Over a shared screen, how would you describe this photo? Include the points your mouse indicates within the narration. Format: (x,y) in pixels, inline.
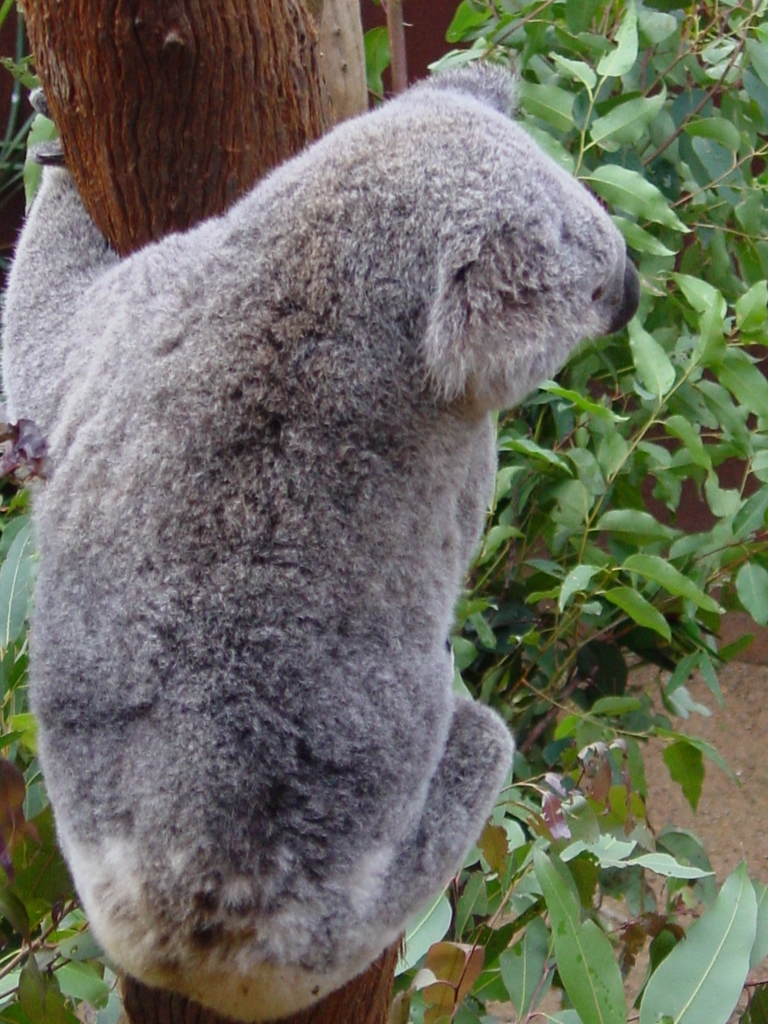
There is a koala (208,455) on a tree (189,53). In the background (589,431) we can see branches (537,572) of a tree (626,111) with leaves (547,499).
